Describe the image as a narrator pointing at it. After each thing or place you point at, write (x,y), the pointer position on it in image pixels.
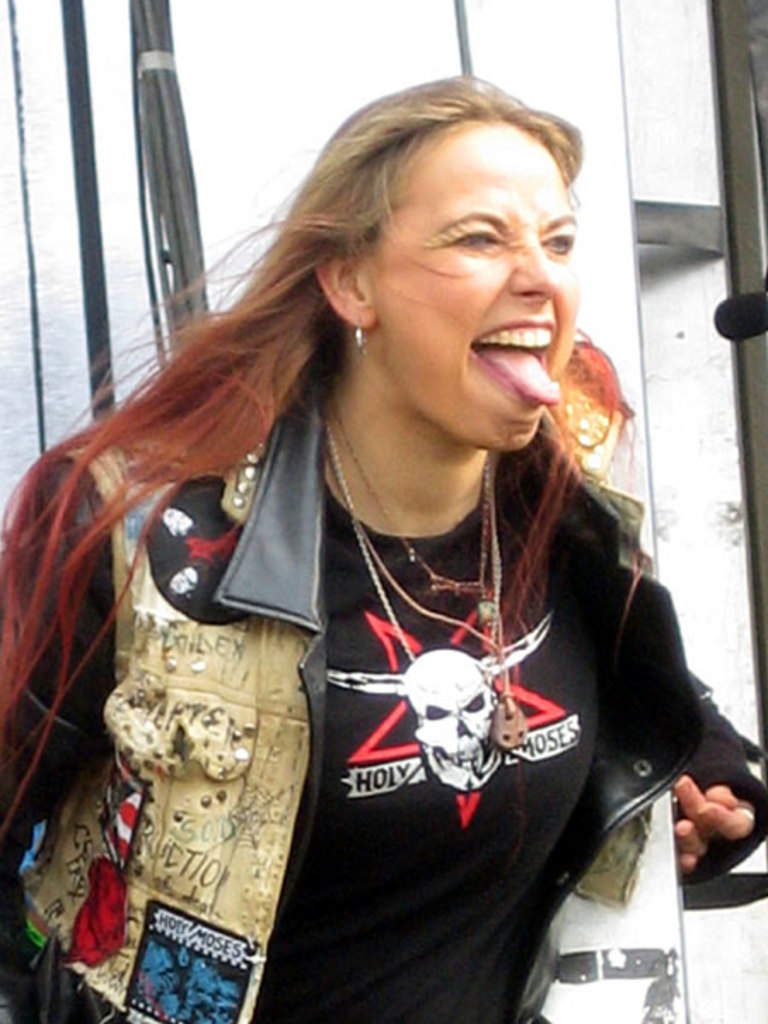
In the picture we can see a woman (433,938) standing and she is with jacket (658,757) and black T-shirt (408,938) and she is opening her mouth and keeping her tongue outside and behind her we can see a wall (596,943) with some wires (141,112) to it.
